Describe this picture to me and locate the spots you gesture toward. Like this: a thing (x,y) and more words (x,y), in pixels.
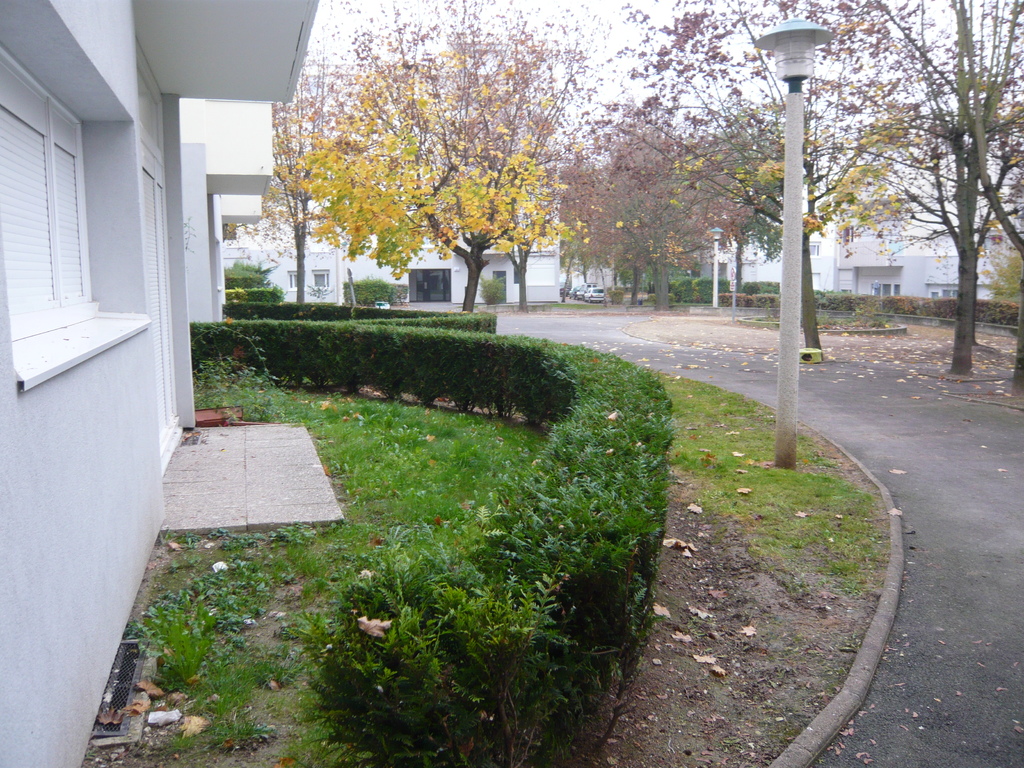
In the foreground of the picture (543,478) I can see the plants (602,464) and green grass (491,451) on the side of the road (806,381). In the background (721,277), I can see the buildings (220,170) and trees (625,259). I can see the cars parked on the road (867,411).
